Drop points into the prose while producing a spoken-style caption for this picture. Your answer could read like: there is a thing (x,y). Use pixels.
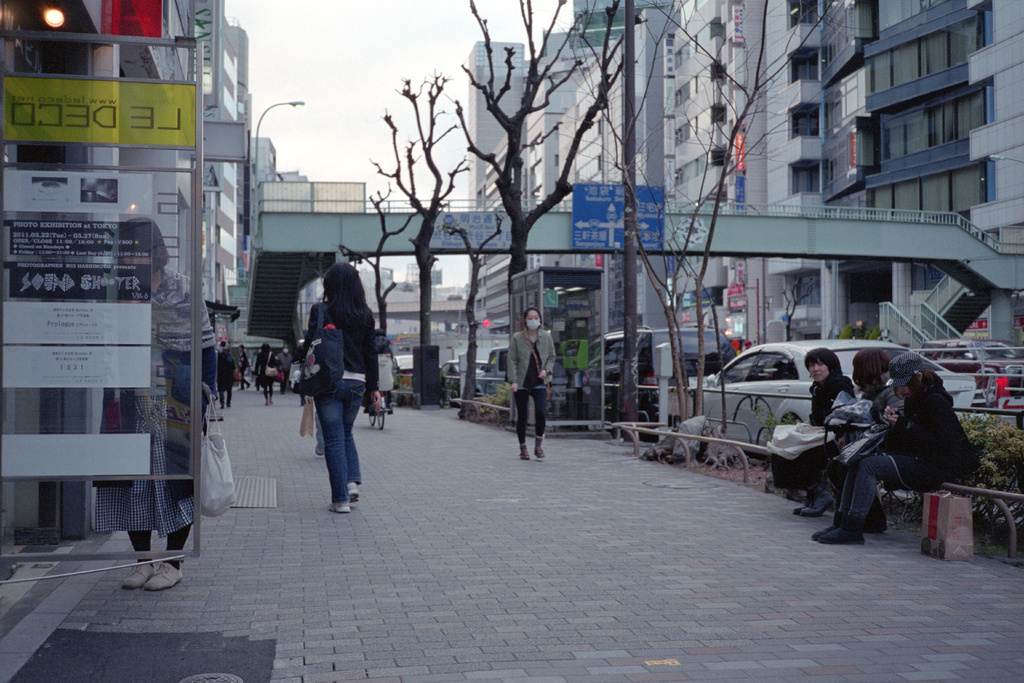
In the image in the center (345,331), we can see a few people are walking and few people (787,460) are sitting. In the background (333,168), we can see the sky (462,138), clouds (401,142), trees (590,118), buildings (808,100), banners (54,132), sign boards (54,132), poles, vehicles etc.
